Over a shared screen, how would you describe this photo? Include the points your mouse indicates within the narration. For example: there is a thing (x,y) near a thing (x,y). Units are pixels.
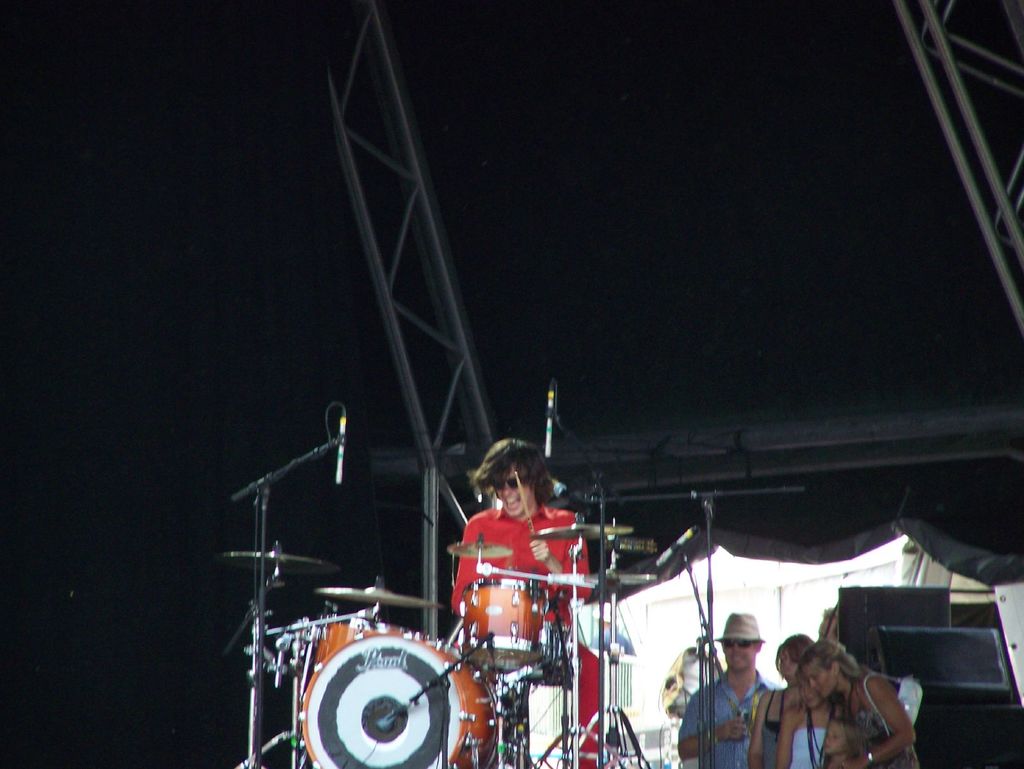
This is the picture of a person (506,562) on the stage (569,448) who is playing some musical instrument (491,631) and there are some people (835,676) beside him.
